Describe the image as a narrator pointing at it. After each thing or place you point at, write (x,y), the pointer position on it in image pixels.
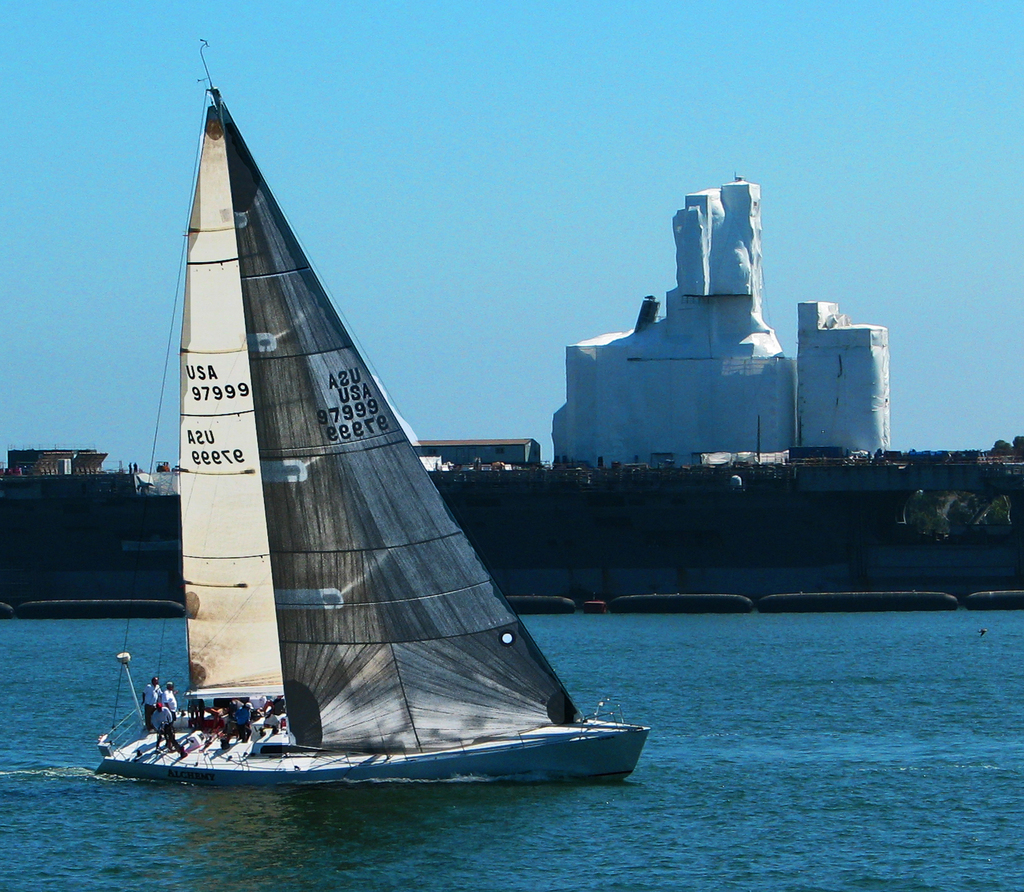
In the image there is a ship (467,727) sailing on the water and there is a big mast (203,544) to the ship (420,720) and in front of the mast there are some people (158,692) and behind the sea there is a big ship (750,467) and on the ship (765,467) there is a big construction (643,411).
